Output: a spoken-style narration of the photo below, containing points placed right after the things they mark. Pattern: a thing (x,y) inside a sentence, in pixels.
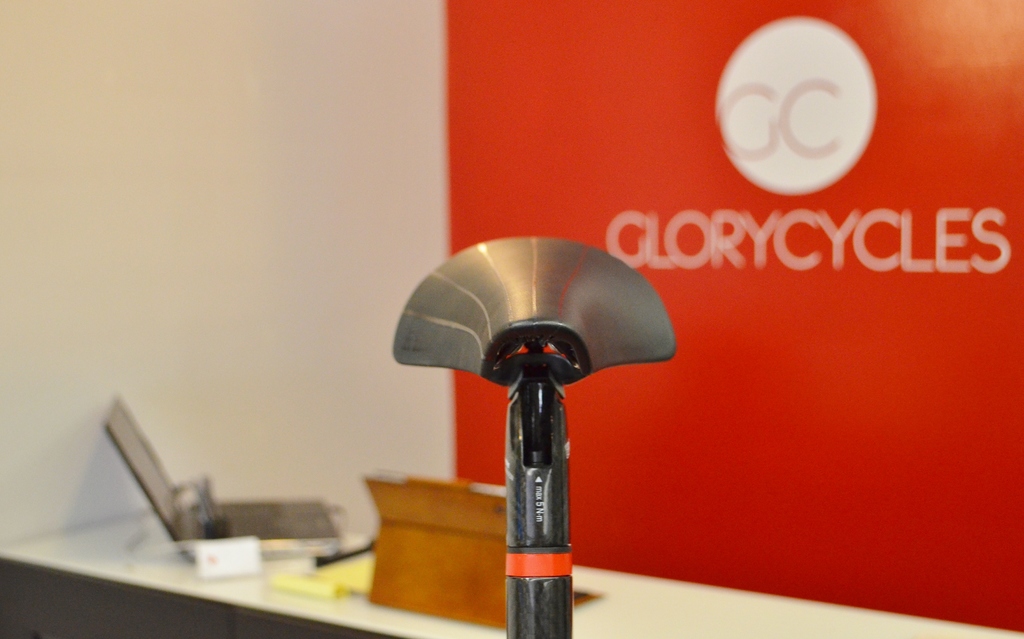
In this picture I can see a black and silver color thing (554,402) in front (532,468). In the background (770,603) I see the white color surface (614,617) on which there is a laptop (257,522) and few things (419,536) and I see the red color wall (648,164), on which there is something written.
